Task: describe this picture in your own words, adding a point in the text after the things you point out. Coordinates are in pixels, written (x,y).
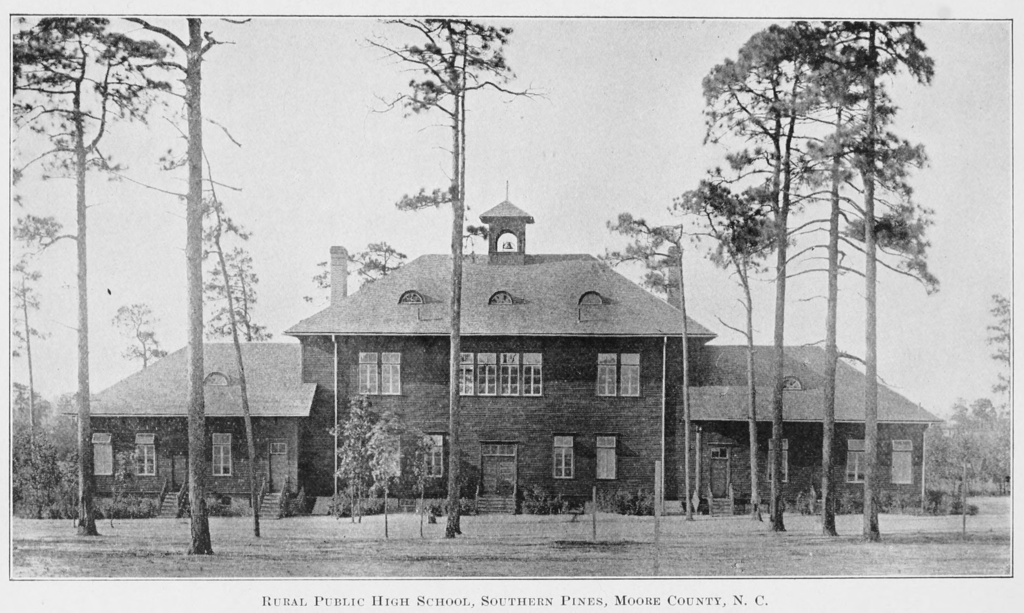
In this image we can a house (550,308), windows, plants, trees (47,155), also we can see the sky (536,209), and some text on the image.
